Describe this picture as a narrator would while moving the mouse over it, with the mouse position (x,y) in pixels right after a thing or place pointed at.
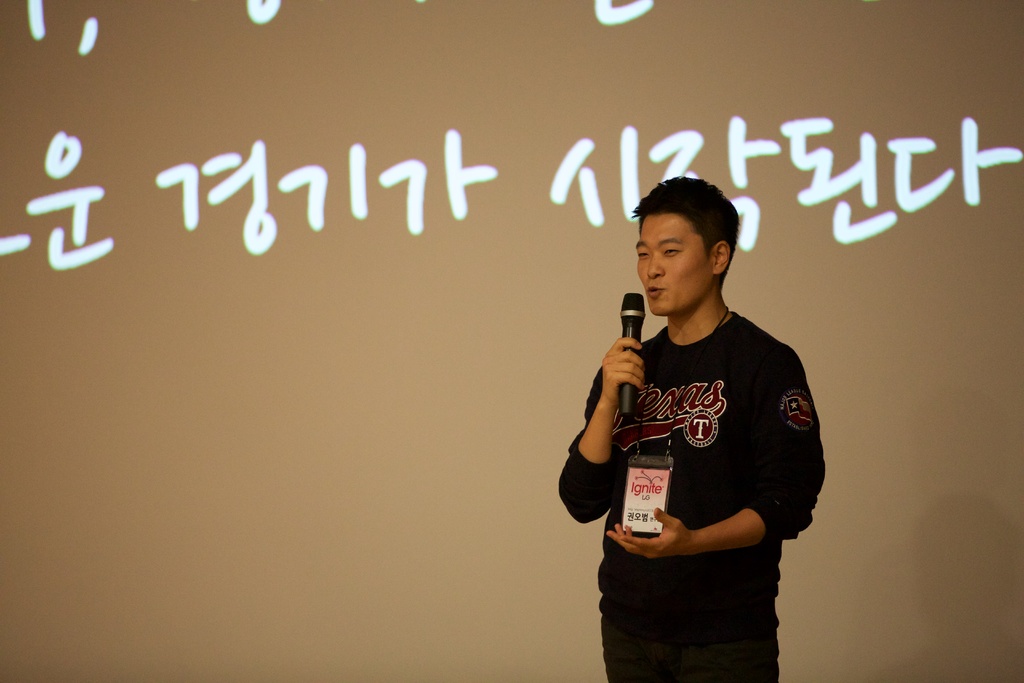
In this picture I can see a man (724,257) in front (678,337) who is wearing black color t-shirt (711,400) and I see something is written on it and I can also see that he is holding a mic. In the background (586,374) I can see the screen (191,302) on which there are few words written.
